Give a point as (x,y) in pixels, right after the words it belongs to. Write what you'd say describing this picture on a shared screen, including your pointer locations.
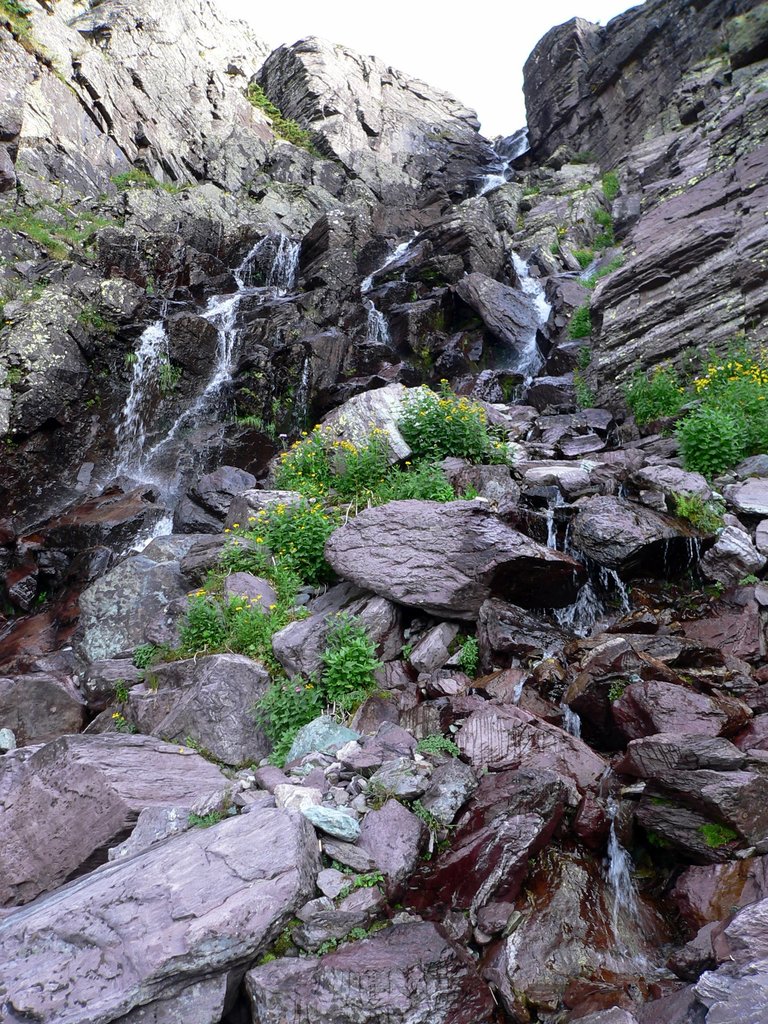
In this picture I can observe a hill (115,319). There is some water (128,396) falling from the top of the hill (501,360). I can observe some plants (416,491) in this picture. In the background (388,61) there is sky (408,57).
